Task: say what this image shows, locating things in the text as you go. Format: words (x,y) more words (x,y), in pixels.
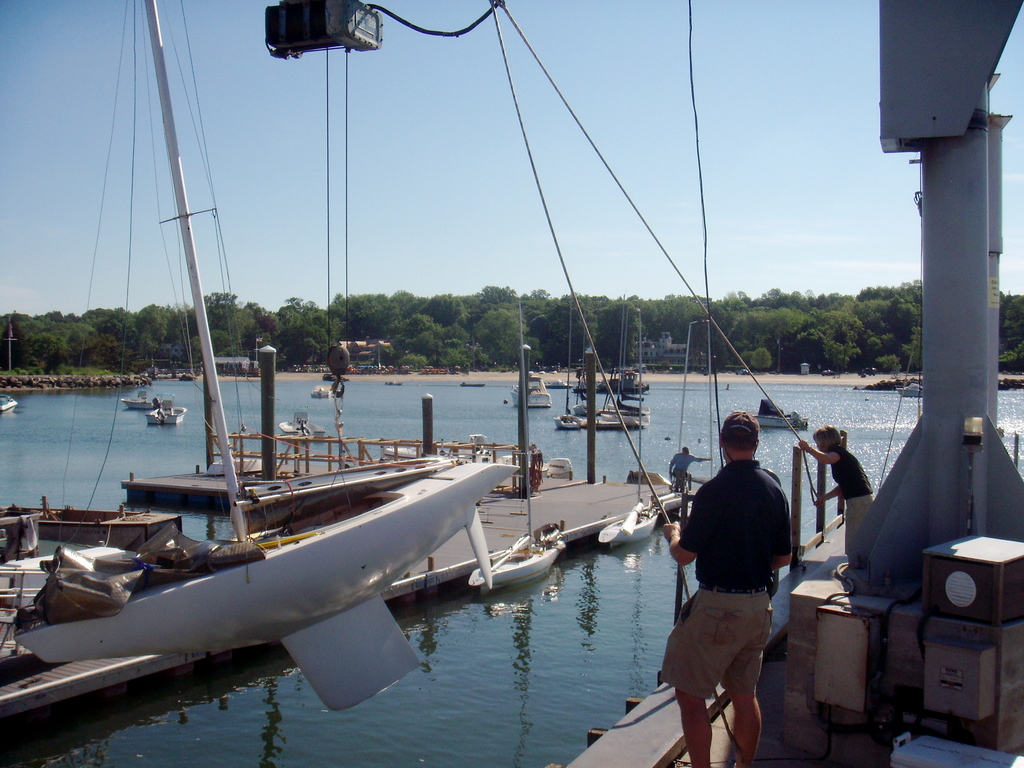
In the image there is man (704,513) and woman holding a rope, this is clicked in a shipyard (649,742), there is a ship (169,575) hanging on the left side (332,527), behind it there is bridge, there are many ships (550,400) in the lake (137,420), in the background (63,339) there are trees (369,336) all over the image and above its sky (778,92).
